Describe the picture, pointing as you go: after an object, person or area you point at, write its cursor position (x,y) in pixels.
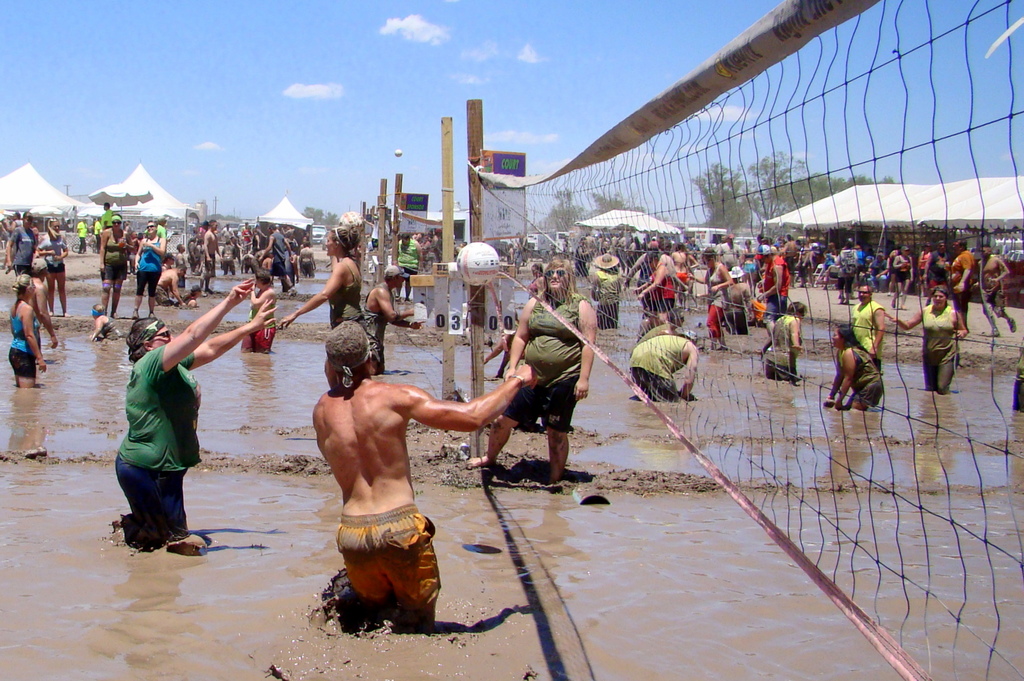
There are people (351,259) and we can see nets (988,343) with wooden poles (477,232), balls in the air (382,99) and mud (359,623). In the background (742,221) we can see tents (148,209), trees (759,181) and sky (595,120) with clouds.
